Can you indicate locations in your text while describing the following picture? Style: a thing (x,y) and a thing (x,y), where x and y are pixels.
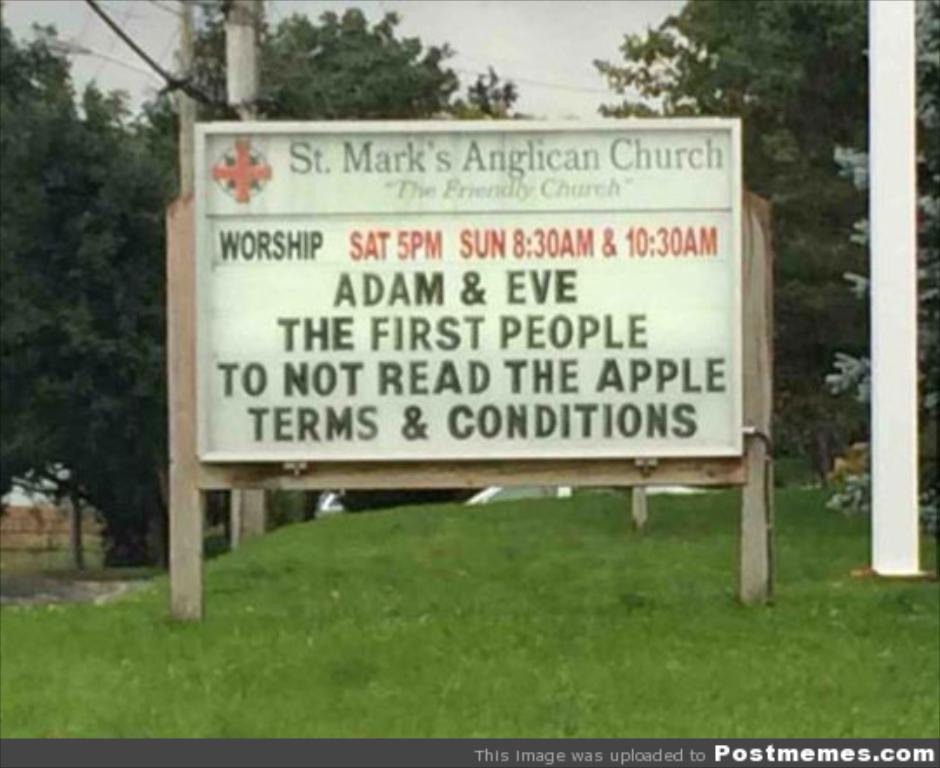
In this picture we can see board (651,426) on wooden poles (765,484), grass (922,537), poles (909,510) and trees (35,200). In the background of the image (547,64) we can see the sky (557,79). In the bottom right side of the image (752,752) we can see text (752,752).
